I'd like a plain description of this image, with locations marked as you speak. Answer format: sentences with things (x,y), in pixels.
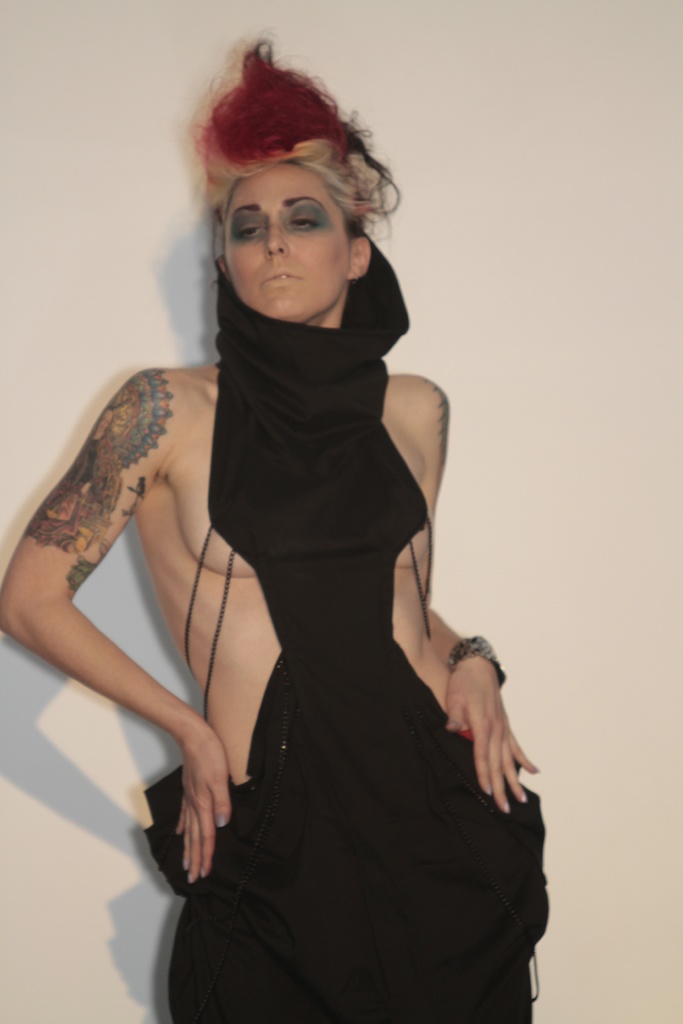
In this image, we can see a woman (496,984) standing and in the background (550,94), we can see a wall (50,234).
